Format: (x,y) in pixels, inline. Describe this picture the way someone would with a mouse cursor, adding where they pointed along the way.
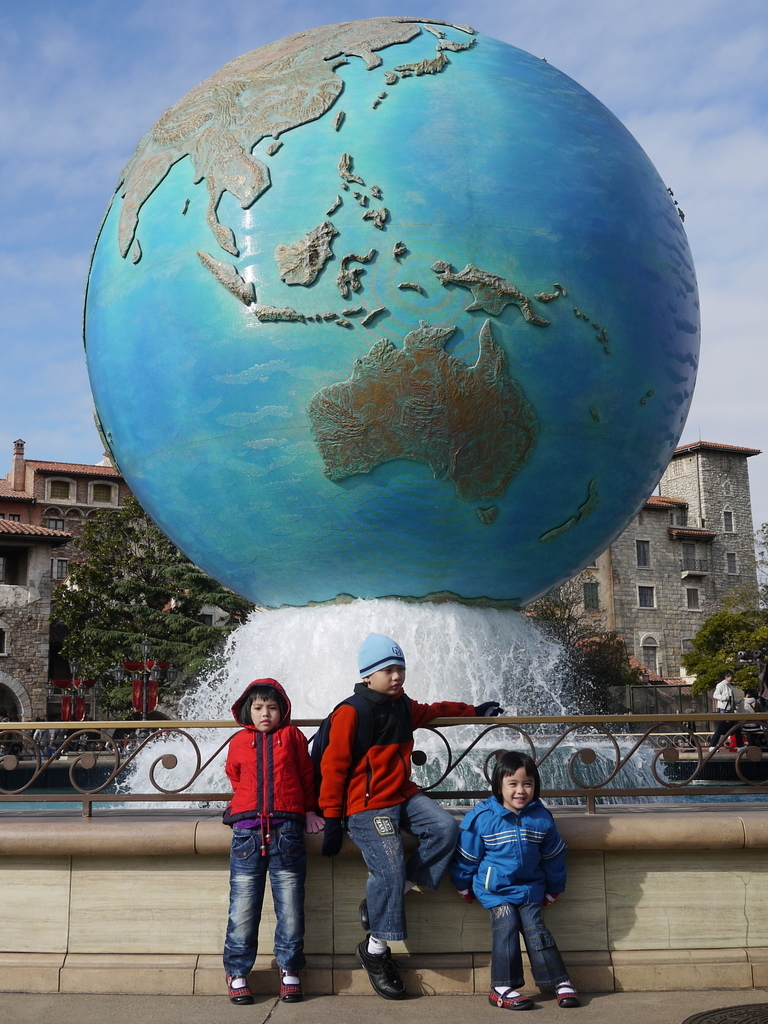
In this image there are three kids (384,876) standing, behind them there is a railing (161,727) and a fountain (434,611) above the fountain (280,613) there is a globe (641,215), in the background (720,649) there are trees (175,610), buildings (697,564) and the sky (117,128).
